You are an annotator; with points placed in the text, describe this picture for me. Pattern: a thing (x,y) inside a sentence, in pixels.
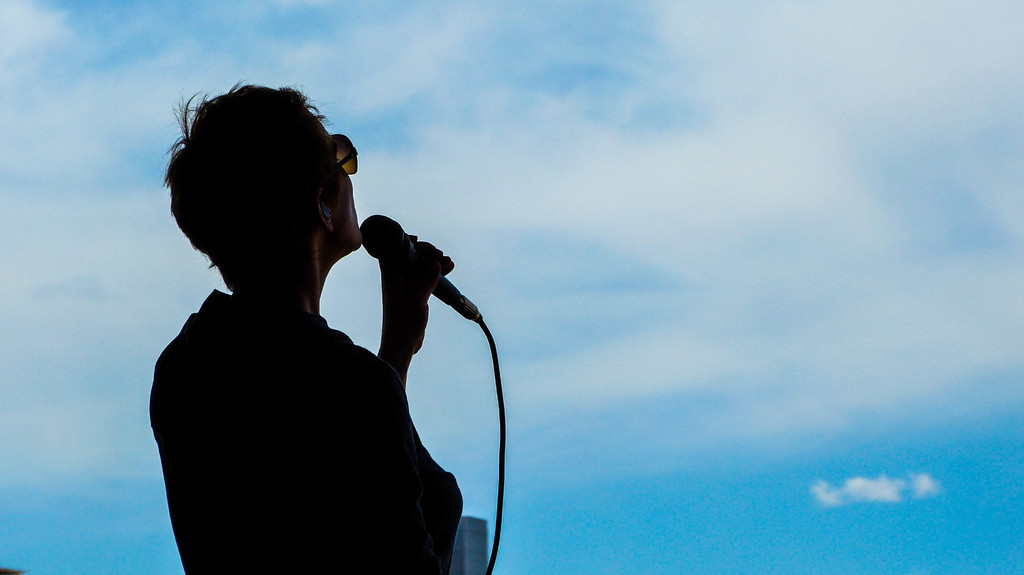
In this image i can see a person (294,179) holding a mike (379,240) and there is a sky (542,141) and he is wearing a spectacles (354,170).
